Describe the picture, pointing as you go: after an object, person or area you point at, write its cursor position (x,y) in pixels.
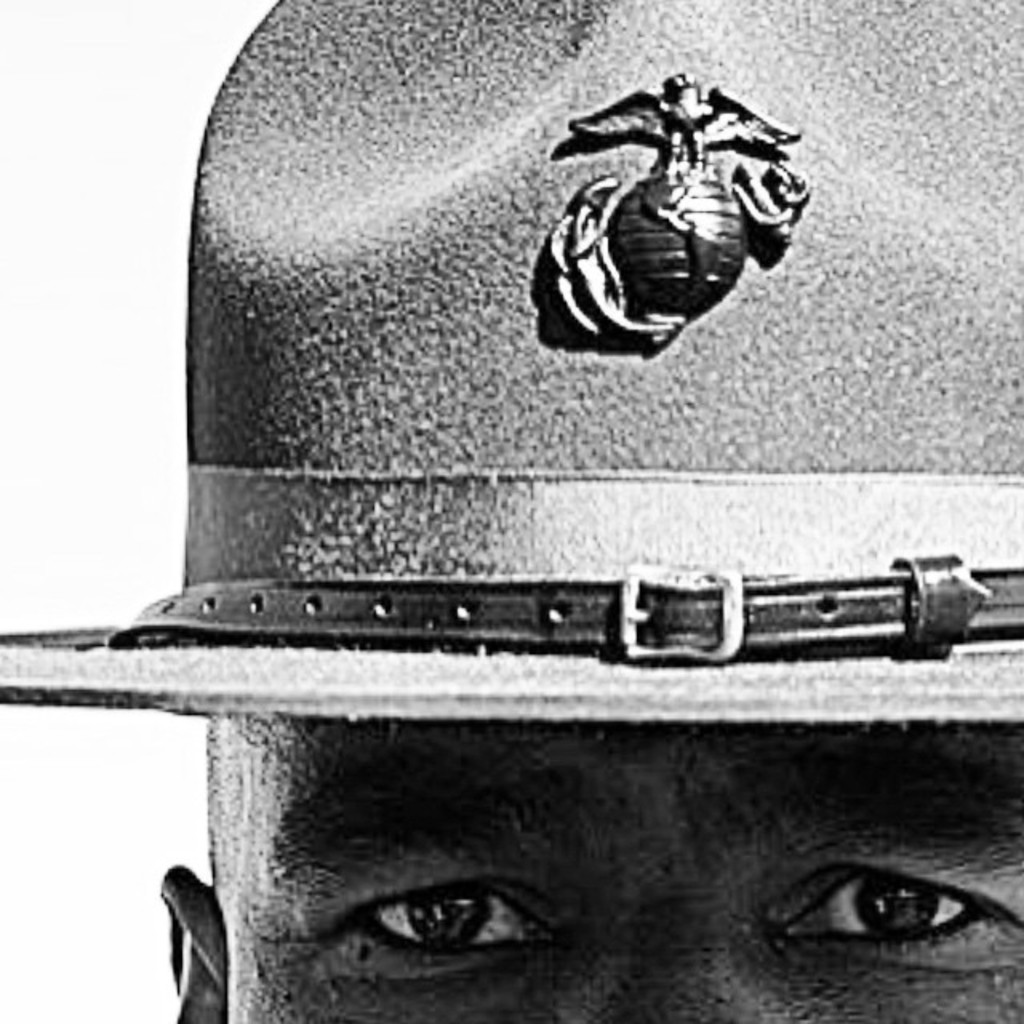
In this image I can see the person's face (309,913) and the person (454,346) is wearing the cap (404,397). The image is in black and white.
